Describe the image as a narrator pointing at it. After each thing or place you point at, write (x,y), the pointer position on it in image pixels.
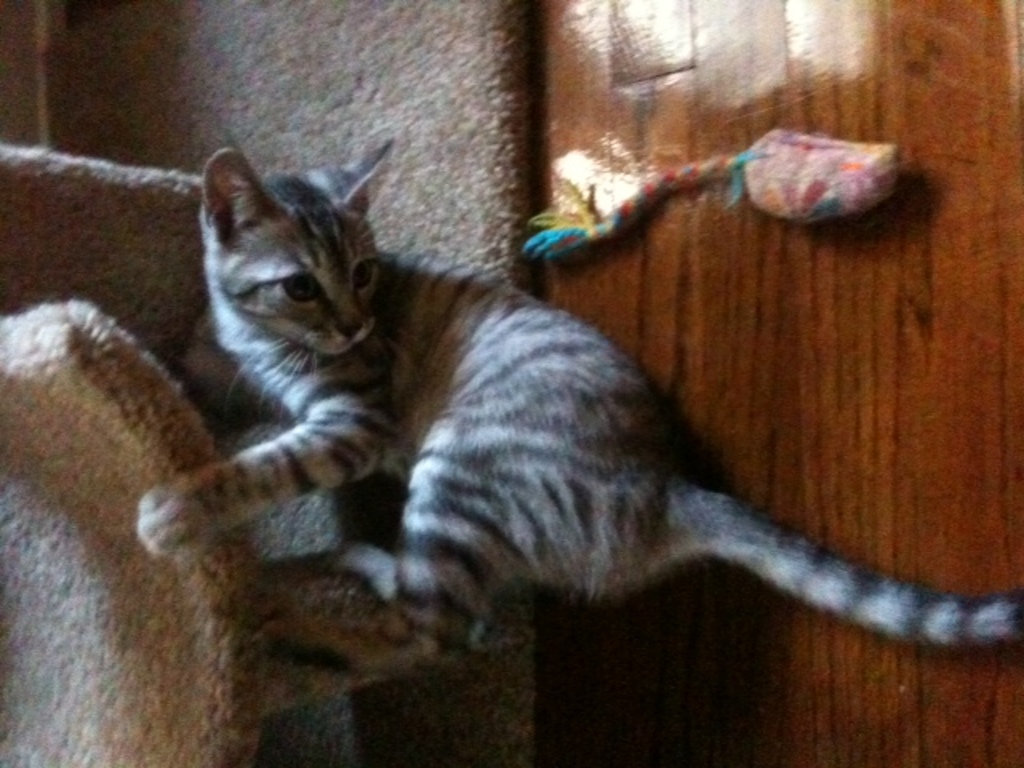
In this image we can see cat (444,457) near the cloth (466,99) on the floor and there is an object (647,185) behind the cat (461,399).
